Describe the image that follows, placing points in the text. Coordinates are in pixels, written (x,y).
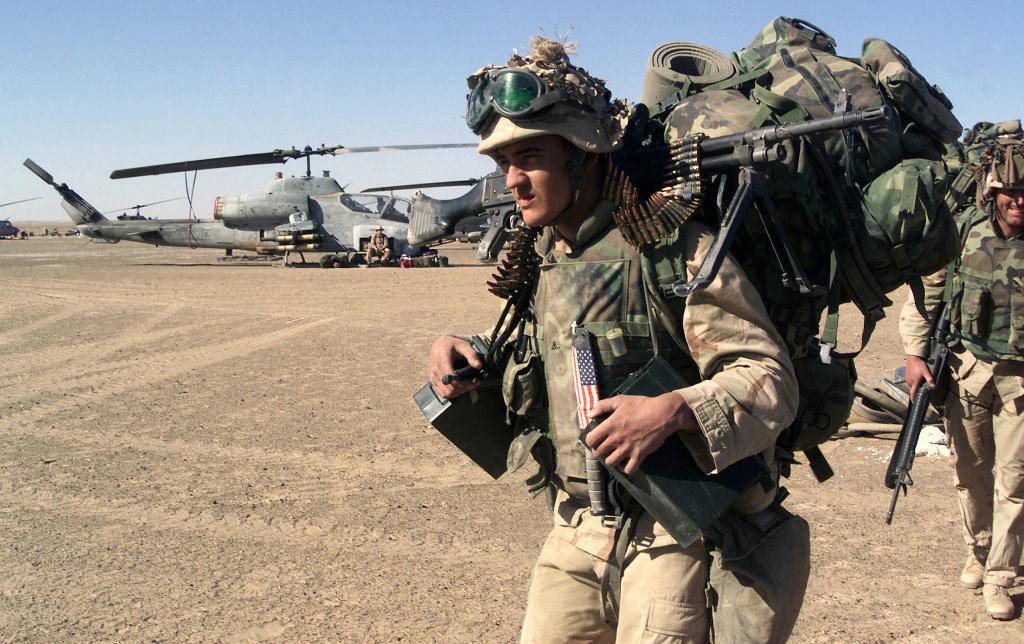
In this picture I can see some men (755,366) are carrying bags (816,207), guns (745,205) and some other objects (670,379). These men (682,395) are wearing helmets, glasses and uniforms (633,291). On the left side (267,219) I can see helicopters (281,224) and other objects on the ground (226,371). In the background (272,92) I can see the sky (245,100).
